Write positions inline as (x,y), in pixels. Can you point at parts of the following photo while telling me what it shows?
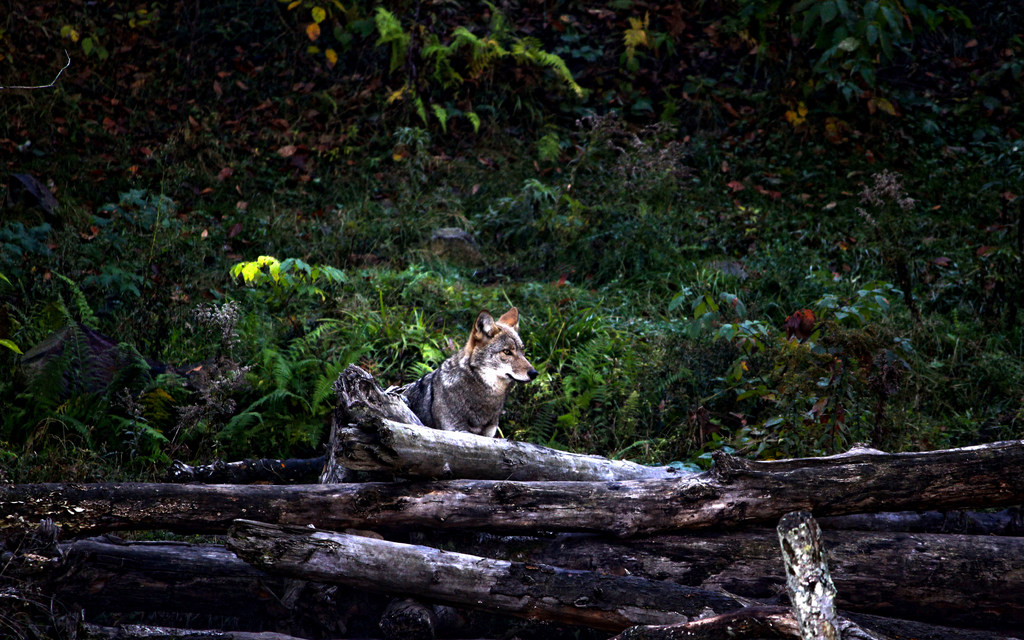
In this image I can see log of wood (639,471) and behind it I can see a dog (493,323). I can also see few plants (541,419) in the background (131,281).
